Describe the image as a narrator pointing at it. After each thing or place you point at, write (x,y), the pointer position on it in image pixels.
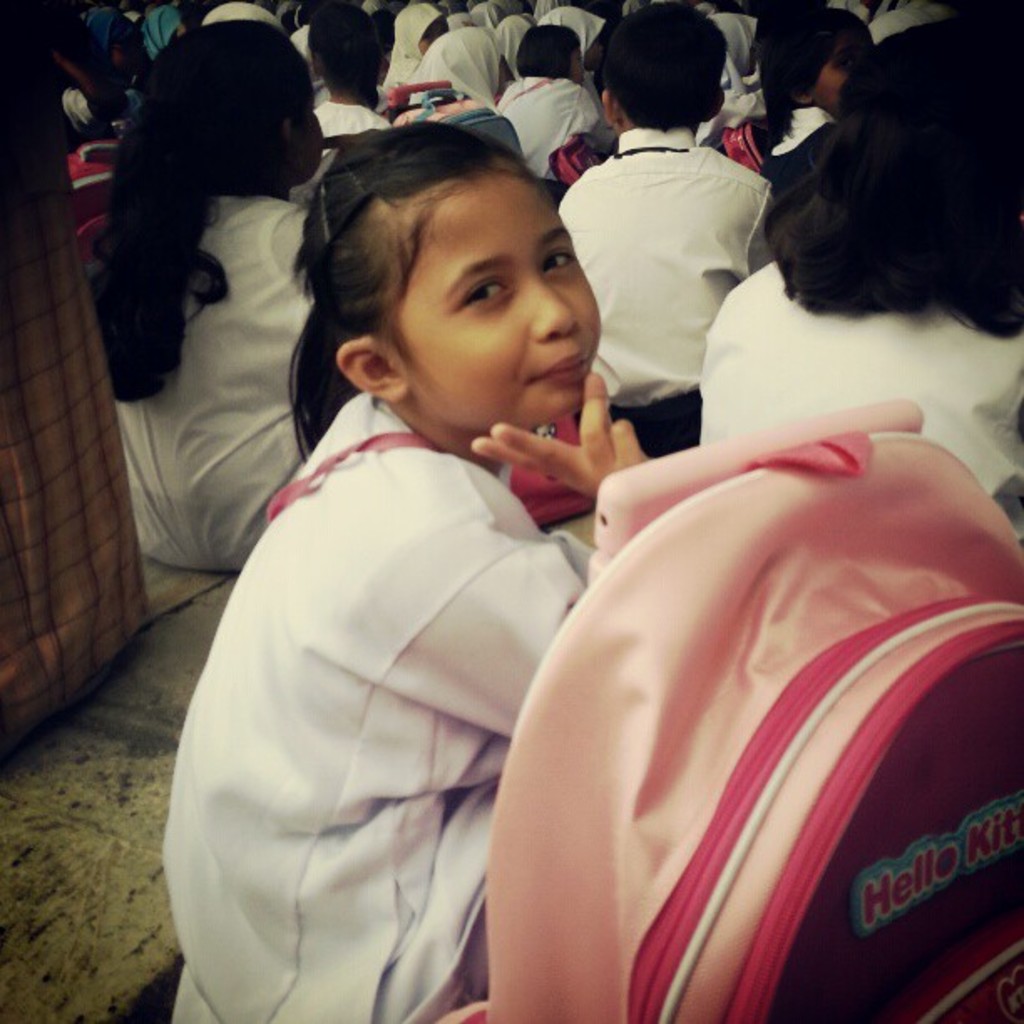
In this picture there are people (277,118) with white dress (294,549), black hair (408,244) and bags (992,539) in the foreground (967,532).
